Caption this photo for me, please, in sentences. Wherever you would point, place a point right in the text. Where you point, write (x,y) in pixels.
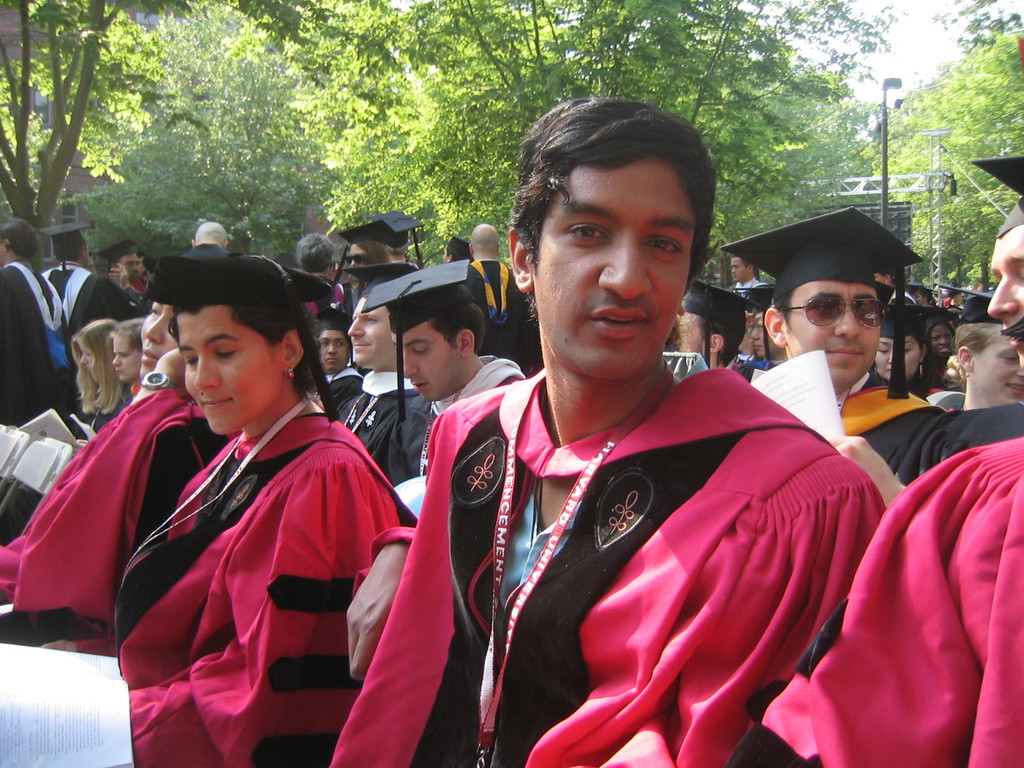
This image is taken outdoors. In the background (340,137) there are many trees (807,134) and a pole (884,144) with a street light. In the middle of the image (363,434) many people (235,411) are sitting on the chairs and holding books (59,651) in their hands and a few (87,317) are standing on the ground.
